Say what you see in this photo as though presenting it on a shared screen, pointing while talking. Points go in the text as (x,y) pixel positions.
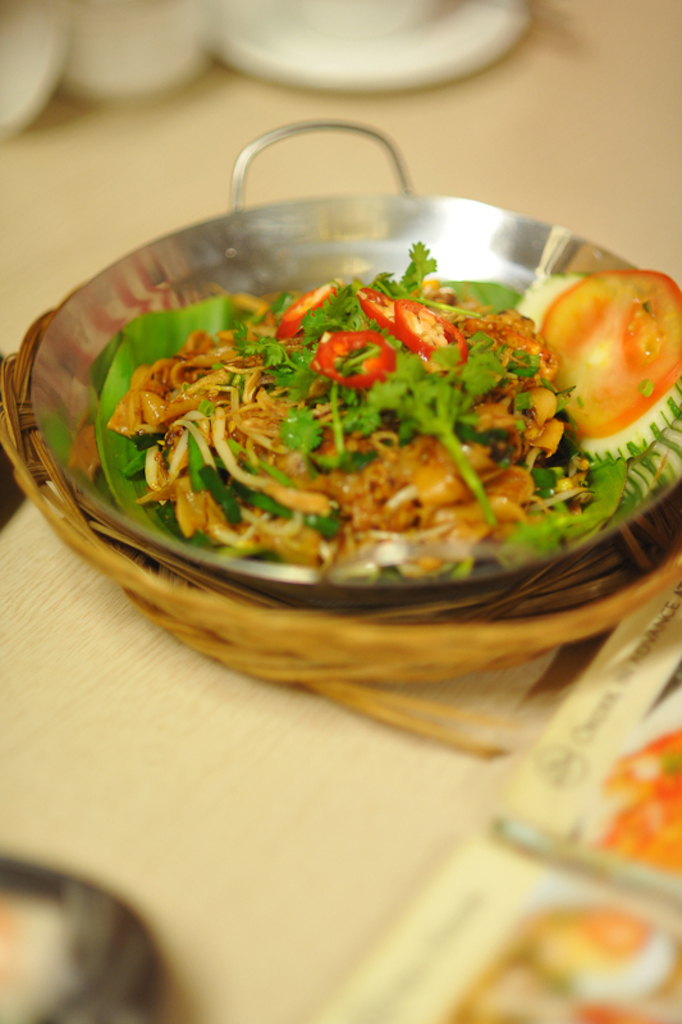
In this image I can see a food (391,389) is in steel bowl (336,254). Bowl (335,244) is in basket (414,668). Basket (403,672) is in wooden board (178,754). Food (202,381) is in white, brown, green and red color.
